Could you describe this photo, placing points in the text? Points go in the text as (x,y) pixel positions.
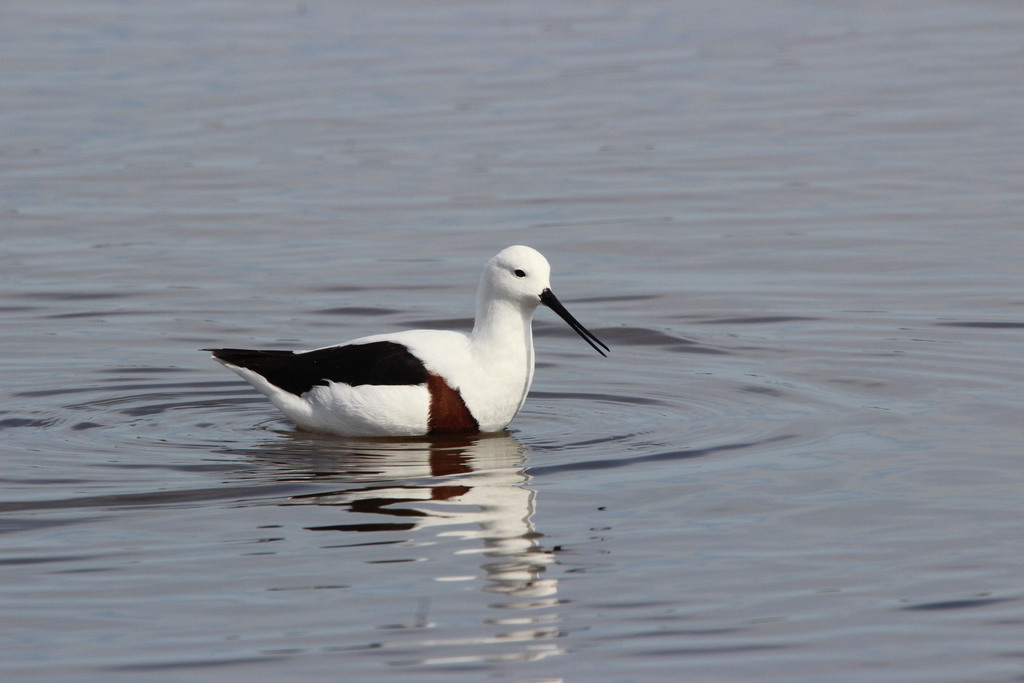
This picture shows a water bird (358,403) in the water (561,405). It is black brown and white in color.
